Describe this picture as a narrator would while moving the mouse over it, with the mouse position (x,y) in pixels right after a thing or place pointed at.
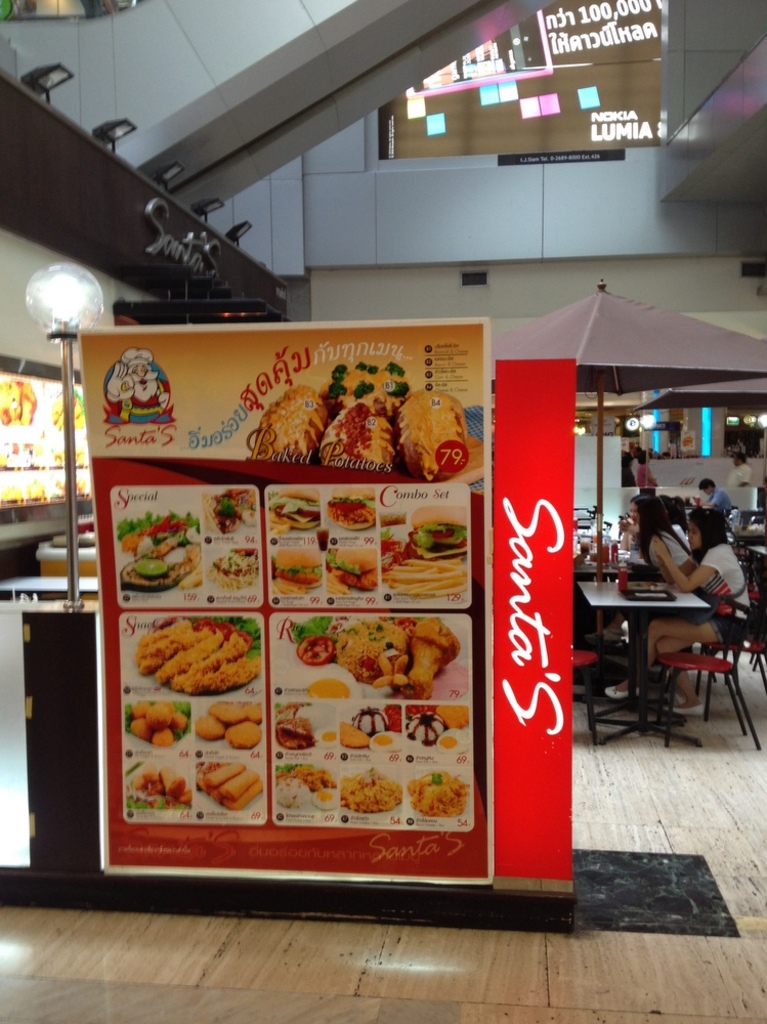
In this image i can see a food menu (225,586) at the foreground of the image (281,392) and at the background of the image (645,541) there are some persons (644,556) sitting on the table (618,600) and having their food (638,582).
